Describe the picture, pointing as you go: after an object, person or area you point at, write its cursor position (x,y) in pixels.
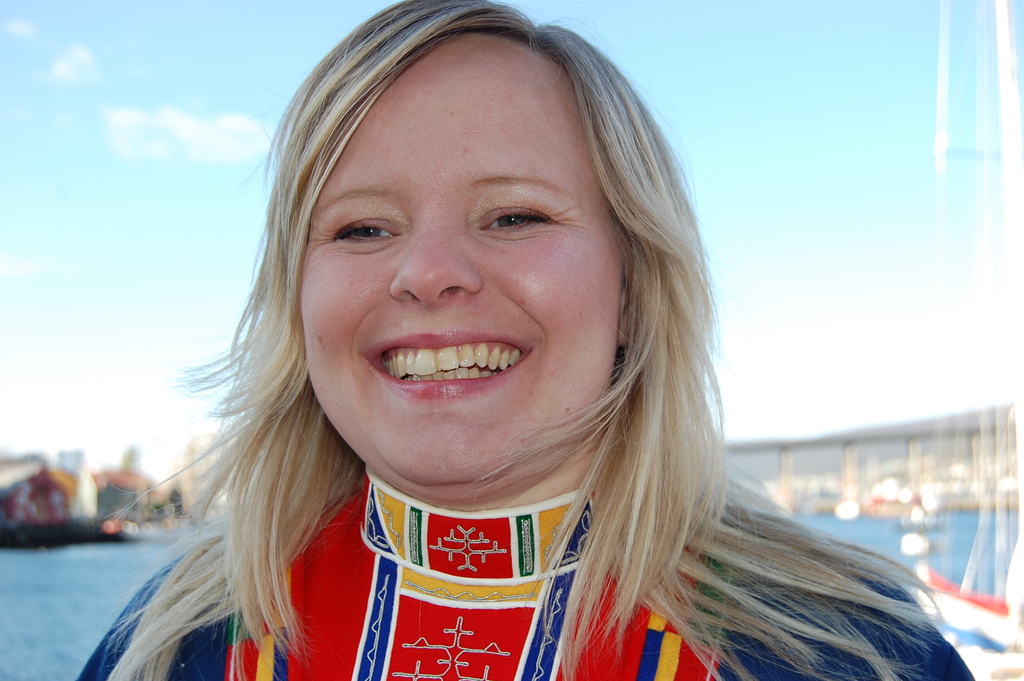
In this picture there is a woman (550,235) smiling. In the background of the image (847,518) it is blurry and we can see water (53,577) and sky (755,183).
